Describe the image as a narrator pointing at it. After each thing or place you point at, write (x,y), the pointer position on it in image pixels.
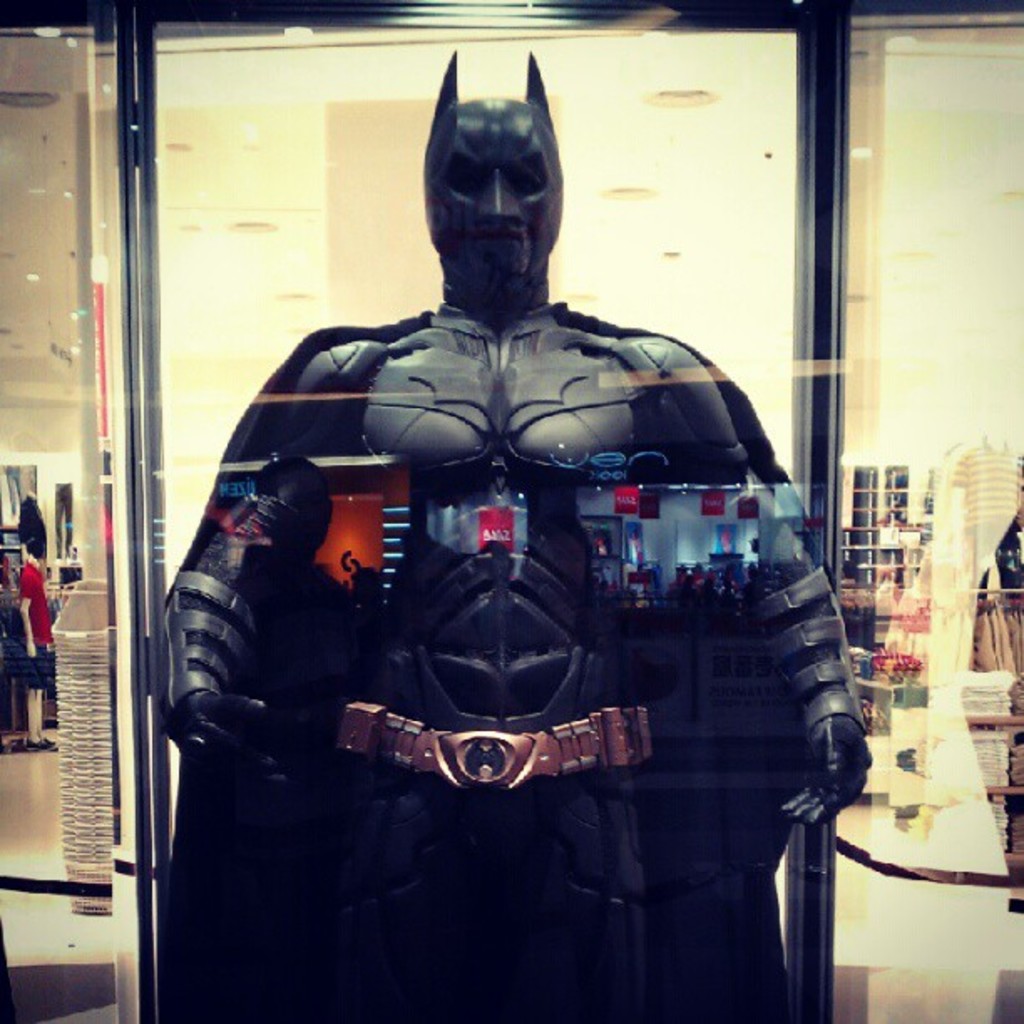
In this picture I can observe a costume (401,576) of a batman (466,475) which is in black color. In the background (276,178) there is a wall (762,315).
